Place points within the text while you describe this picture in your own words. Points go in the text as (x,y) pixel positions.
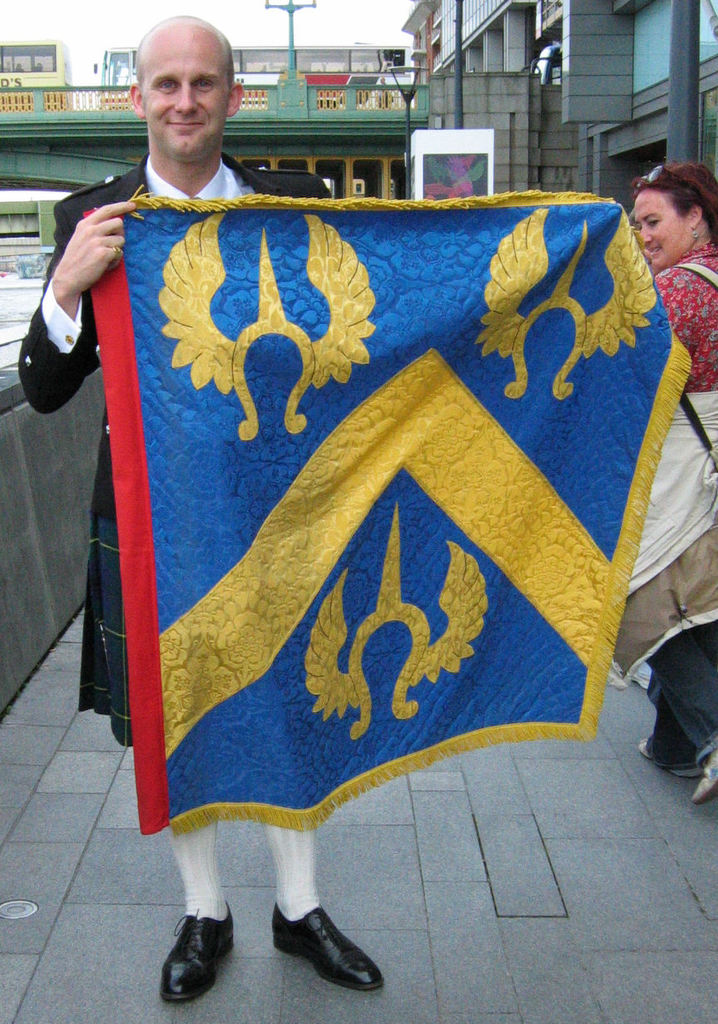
In front of the image there is a person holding a flag (391,551) in his hand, behind the person (217,38) there is a woman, in the background of the image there are buildings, lampposts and there is a bridge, on the bridge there are a few buses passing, beneath the bridge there is a river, on the lamp post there is a display board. Beside the person (214,190) there is a fence (54,529).
